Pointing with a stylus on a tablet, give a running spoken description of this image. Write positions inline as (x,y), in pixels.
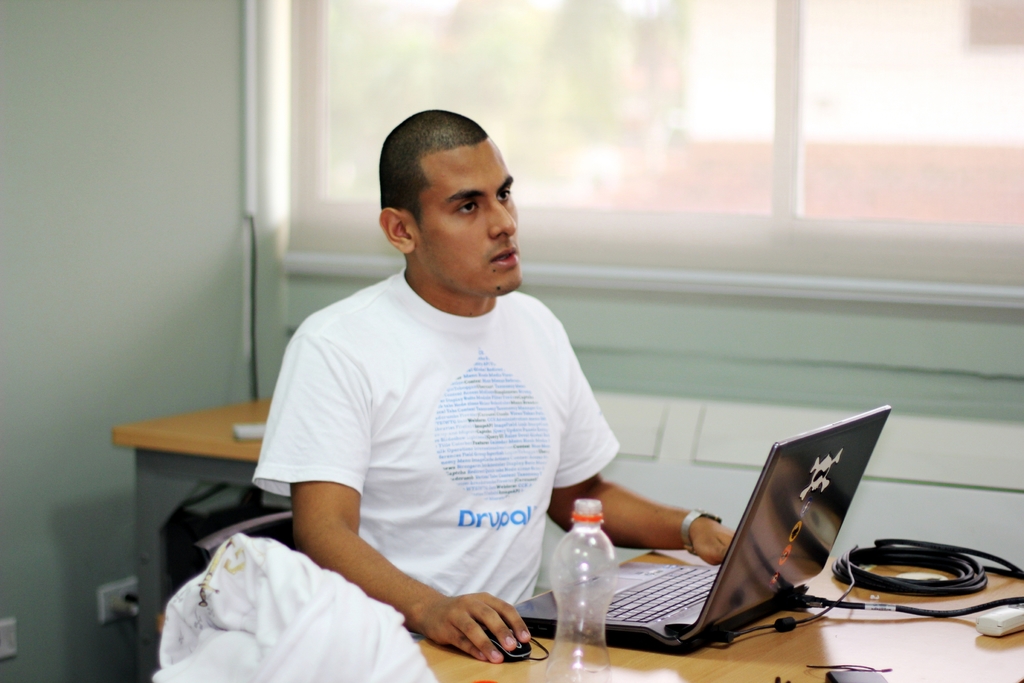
Here is a man (387,486) sitting and using mouse (496,646). This is a table (797,649) where a laptop (688,613), water bottle (584,621), cable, and some other objects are placed. At background (183,481) I can see another table (193,470). And here is a socket (125,604).
